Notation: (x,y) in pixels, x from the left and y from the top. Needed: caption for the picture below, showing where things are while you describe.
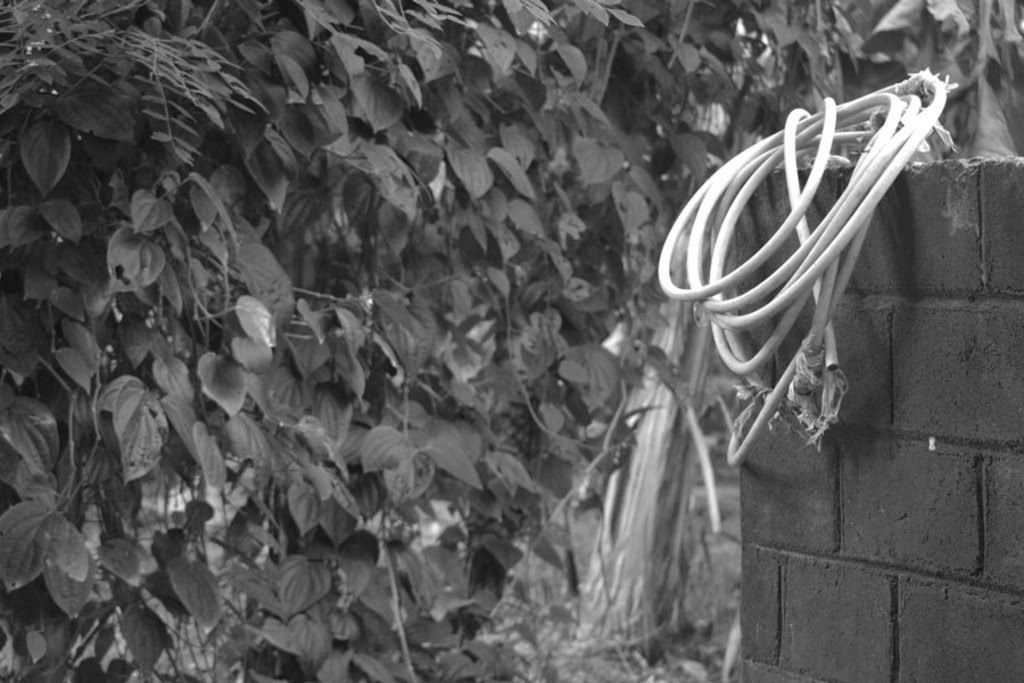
On the right (944,93) we can see the wire (704,304) which is kept on the brick wall (919,228). On the left (288,194) we can see the plants (315,268) and leaves (373,485).
